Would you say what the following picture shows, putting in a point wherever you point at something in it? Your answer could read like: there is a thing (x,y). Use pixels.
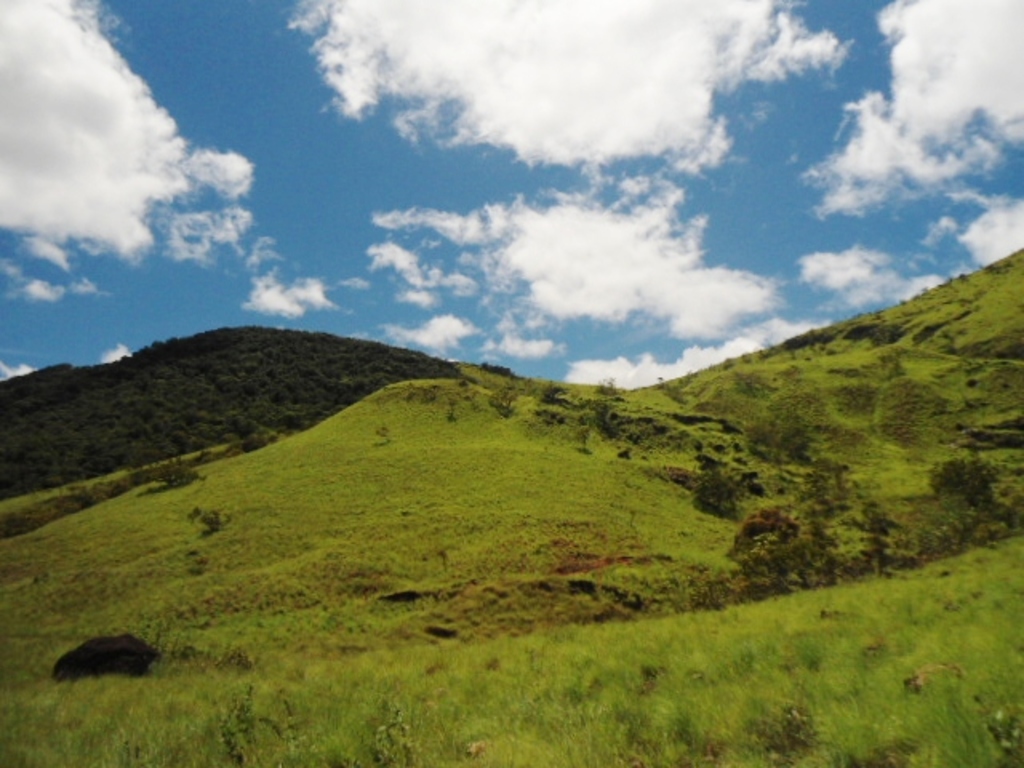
In this picture we can see grass (403,437), few trees (551,392) and hills (483,402), in the background (143,124) we can see clouds (573,107).
